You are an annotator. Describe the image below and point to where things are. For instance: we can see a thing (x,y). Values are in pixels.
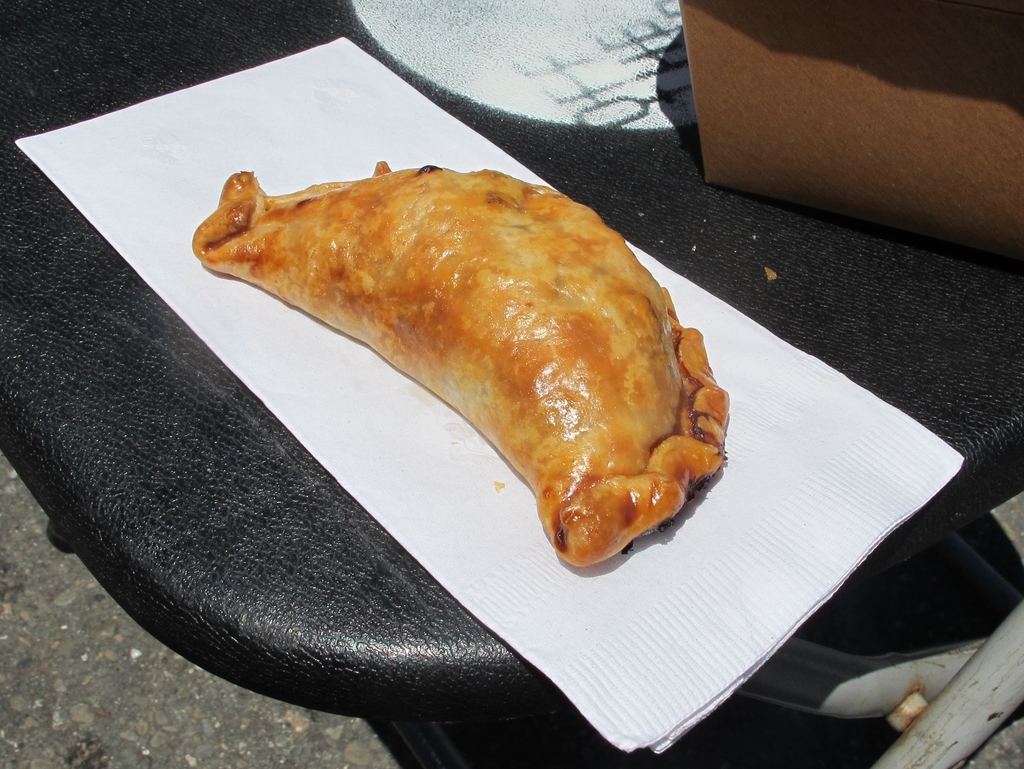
The picture consists of a table (141,462), on the table (119,551) there are tissue (475,158), food item (464,276) and a box (787,138). At the bottom (143,667) it is floor (194,745). It is sunny.
